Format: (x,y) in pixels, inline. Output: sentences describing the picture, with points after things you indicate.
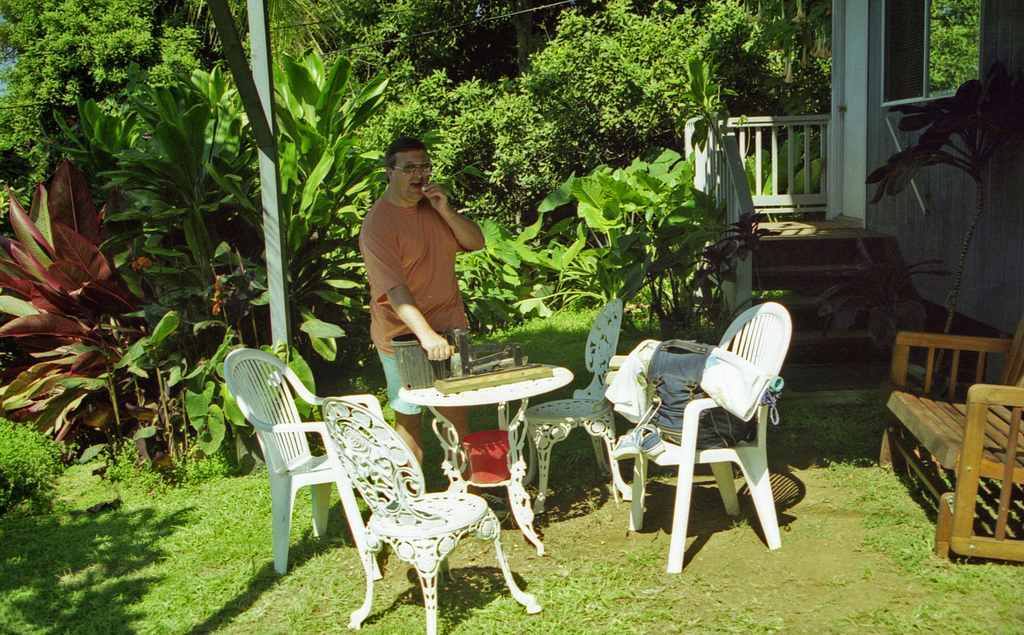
There is a person (366,256) standing in the center (366,256) and looks like he is eating something. This is a table (431,394) with chairs (268,389) arrangement. Here we can see a wooden bench (1011,364) on the right side (919,477). In the background (373,105) we can see trees (237,152) and this is a house (909,247) on the right side (1010,192).
